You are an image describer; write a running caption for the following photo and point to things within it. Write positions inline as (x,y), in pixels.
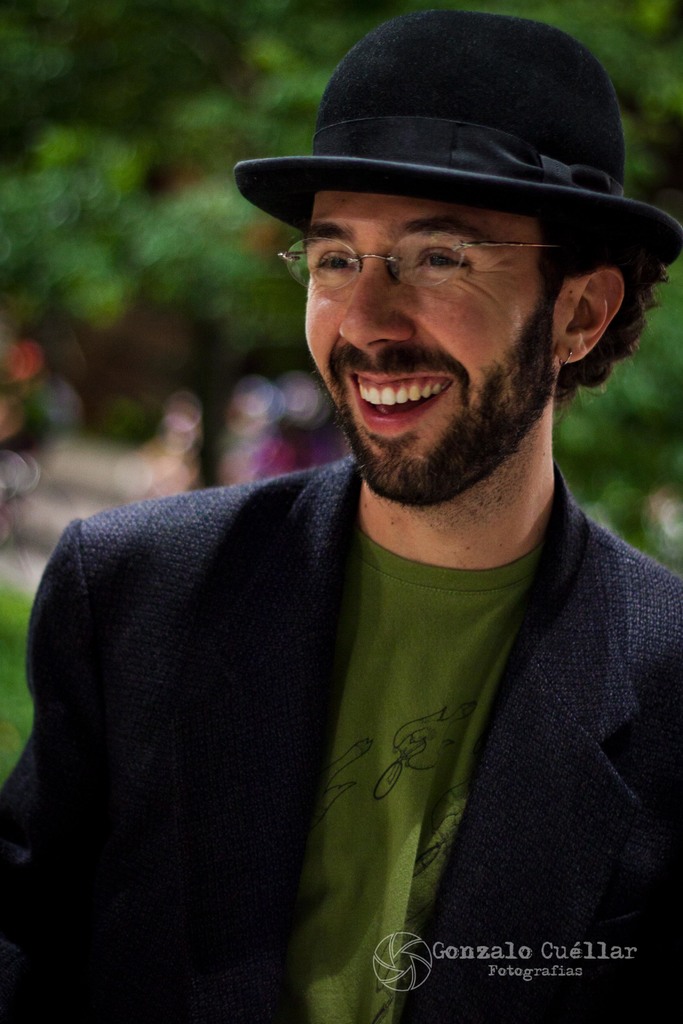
In this image there is a person (347,602) with a smile on his face (387,404). The background (199,417) is blurred. At the bottom of the image (434,946) there is some text (527,945).
